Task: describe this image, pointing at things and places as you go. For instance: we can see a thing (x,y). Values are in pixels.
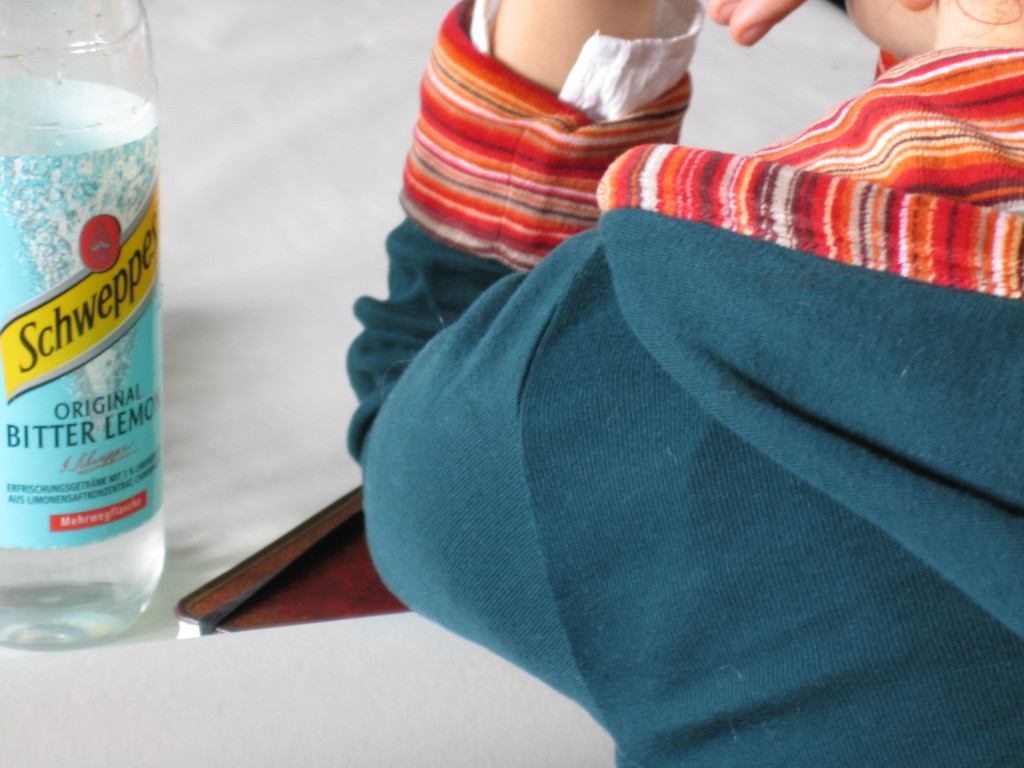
There is a person (766,255) in the image in which wearing a blue color shirt (831,325) and on the left side (124,349) we can see a water bottle (89,349) in which it is labelled as ORIGINAL BITTER LEMON. On the bottom (208,616) we can see a book (194,616).
